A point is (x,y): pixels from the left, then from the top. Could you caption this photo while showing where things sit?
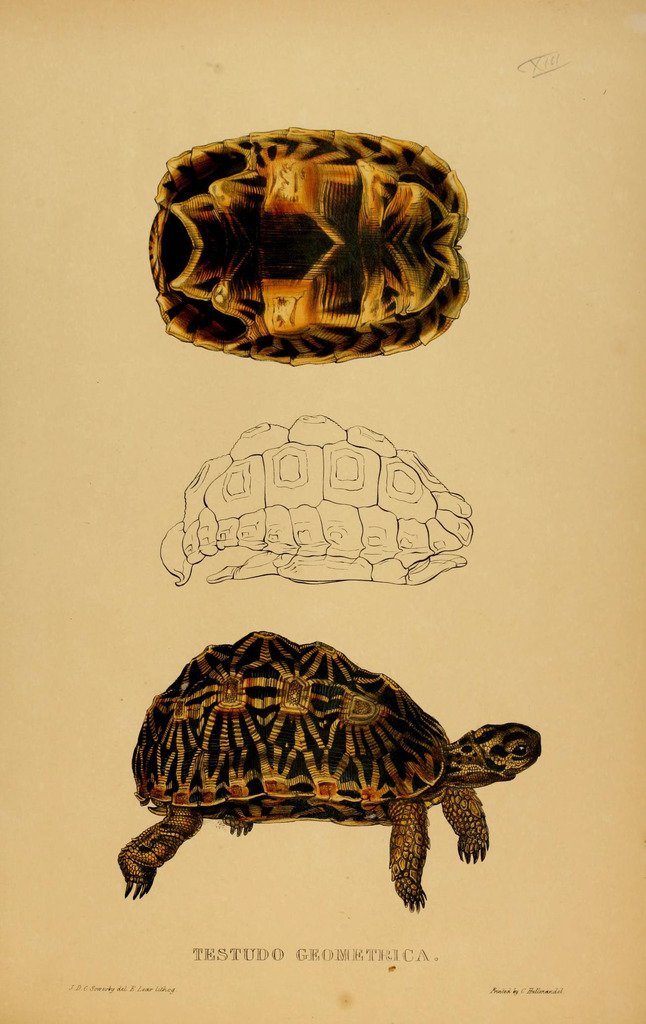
In this image I can see the drawing (318,802) of the tortoise (315,758) and its shell (305,449) on the cream colored paper (98,306). I can see something is written to the bottom of the image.
